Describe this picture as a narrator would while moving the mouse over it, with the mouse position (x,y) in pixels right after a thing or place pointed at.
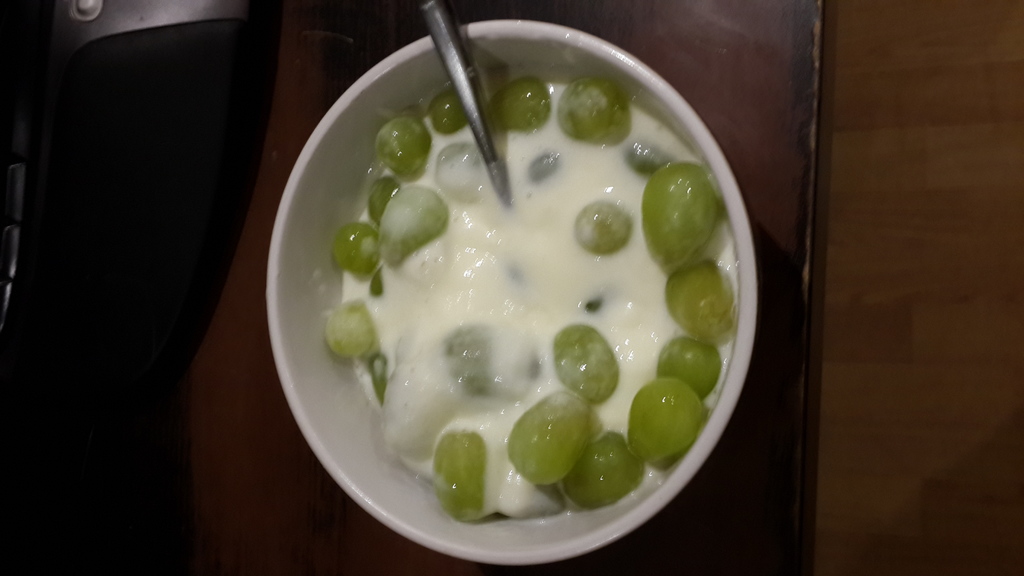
This is a zoomed in picture. In the center (451,383) there is a white color bowl (528,24) containing some food item (492,241) and a spoon (437,20) and we can see the bowl (494,50) is placed on the top of the wooden table (305,134) and we can see there are some other objects (140,117).
